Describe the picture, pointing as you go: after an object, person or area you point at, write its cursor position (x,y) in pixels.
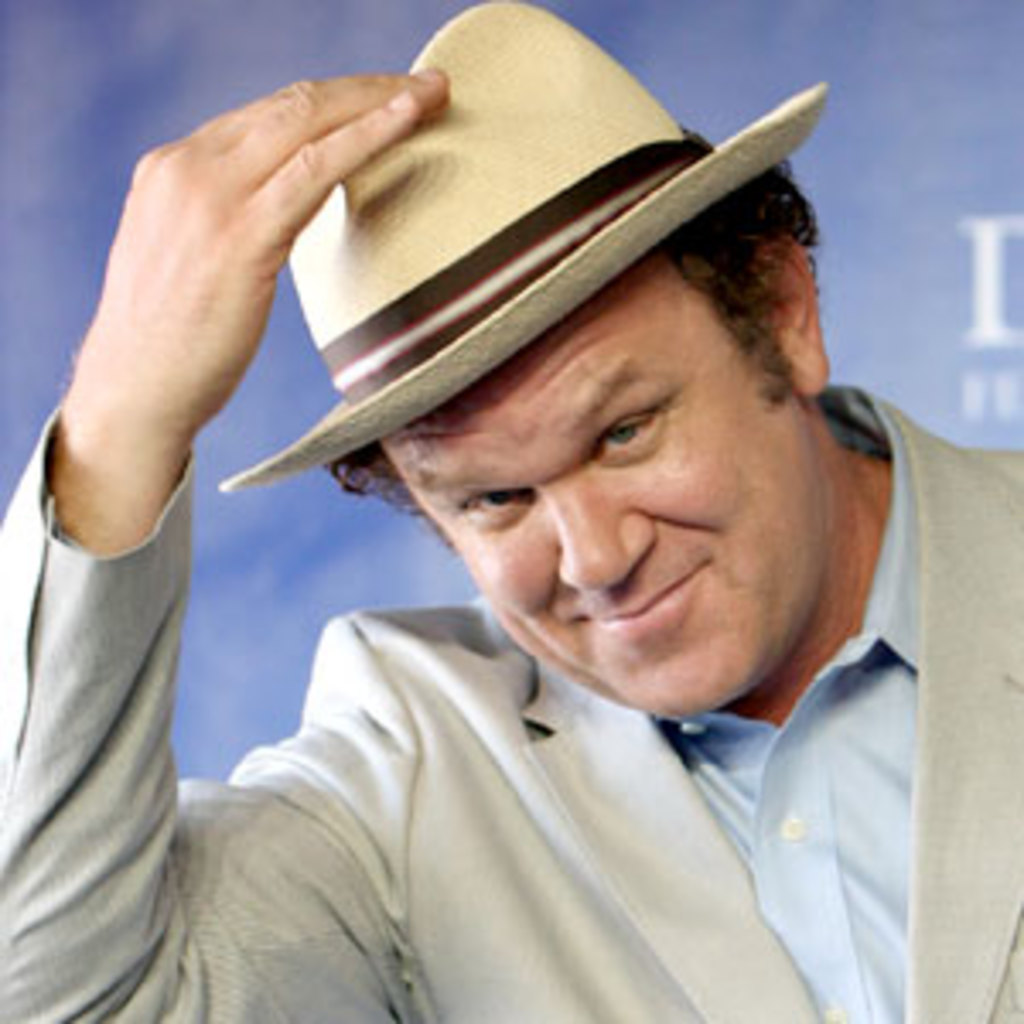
In this image I can see a man (593,502) in the front (691,428) and I can also see smile on his face (668,591). I can see he is wearing a grey colour blazer (608,845), a blue colour shirt (808,811) and a hat (479,337). In the background (16,400) I can see a blue colour thing (915,291) and on it I can see something is written on the right side (992,326).
